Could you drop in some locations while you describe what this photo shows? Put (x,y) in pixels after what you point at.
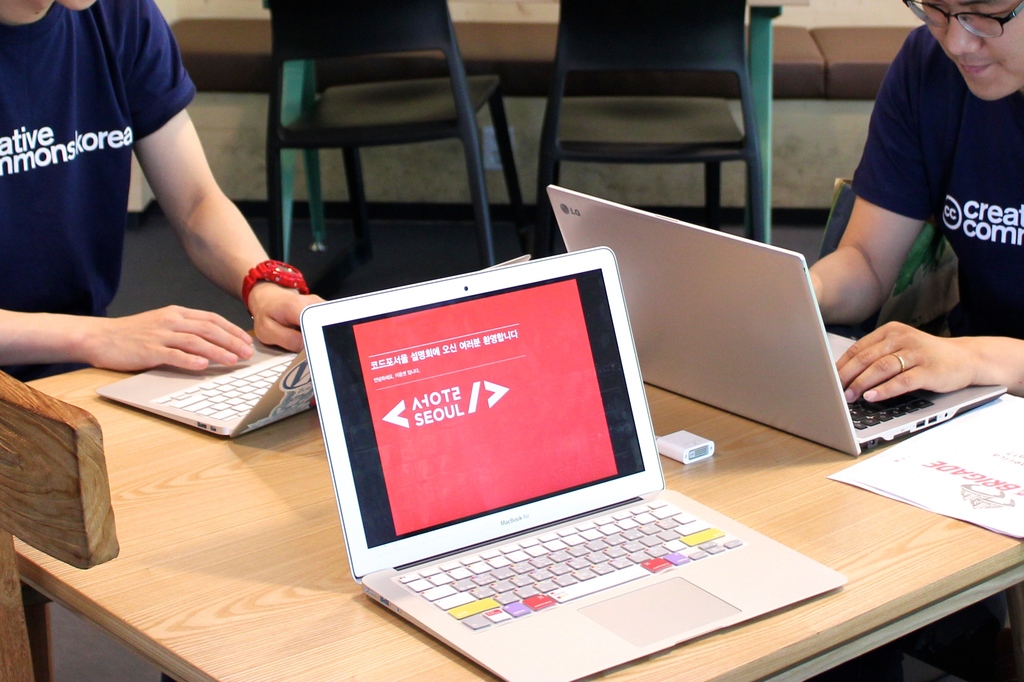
In the image there is a table (358,660) on which there are three laptops (633,352) and two men (991,146), one on right side (974,224) and one on left side (66,196) looking at the laptop (282,387) and in the background (423,31) there are two chairs (744,117).
